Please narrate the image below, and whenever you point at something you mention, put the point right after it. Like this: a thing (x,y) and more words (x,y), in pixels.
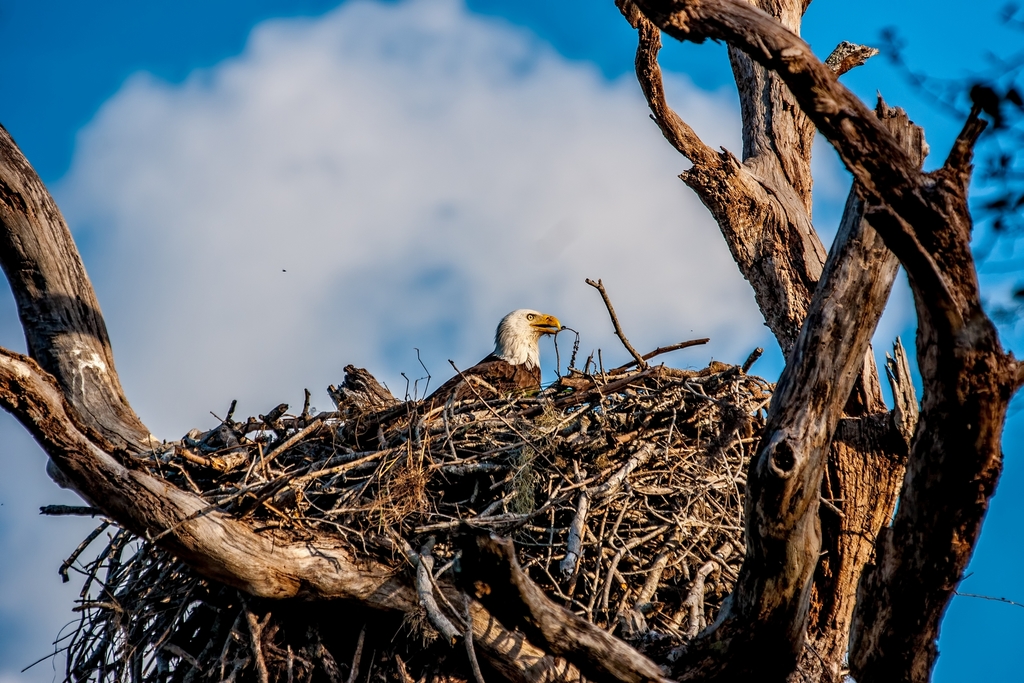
In this picture there is a brown and white color eagle (524,383) sitting in the nest (459,534) which is placed on the dry tree branches (752,464). Behind there is a sky (381,223) and white clouds (227,383).
